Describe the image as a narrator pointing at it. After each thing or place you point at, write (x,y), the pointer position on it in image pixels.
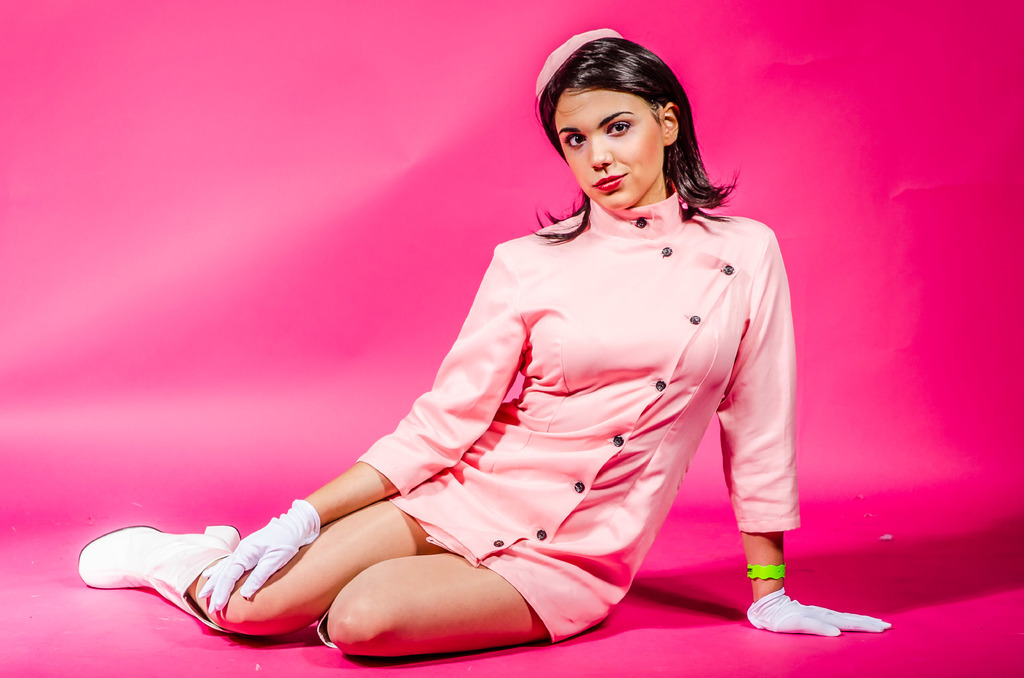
In this image there is one woman (429,537) sitting on the floor (583,653) as we can see at middle of this image, and she is wearing white color gloves (770,618) and pink color cap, and white color shoes (194,569). There is a wall (238,268) in the background (362,118).
